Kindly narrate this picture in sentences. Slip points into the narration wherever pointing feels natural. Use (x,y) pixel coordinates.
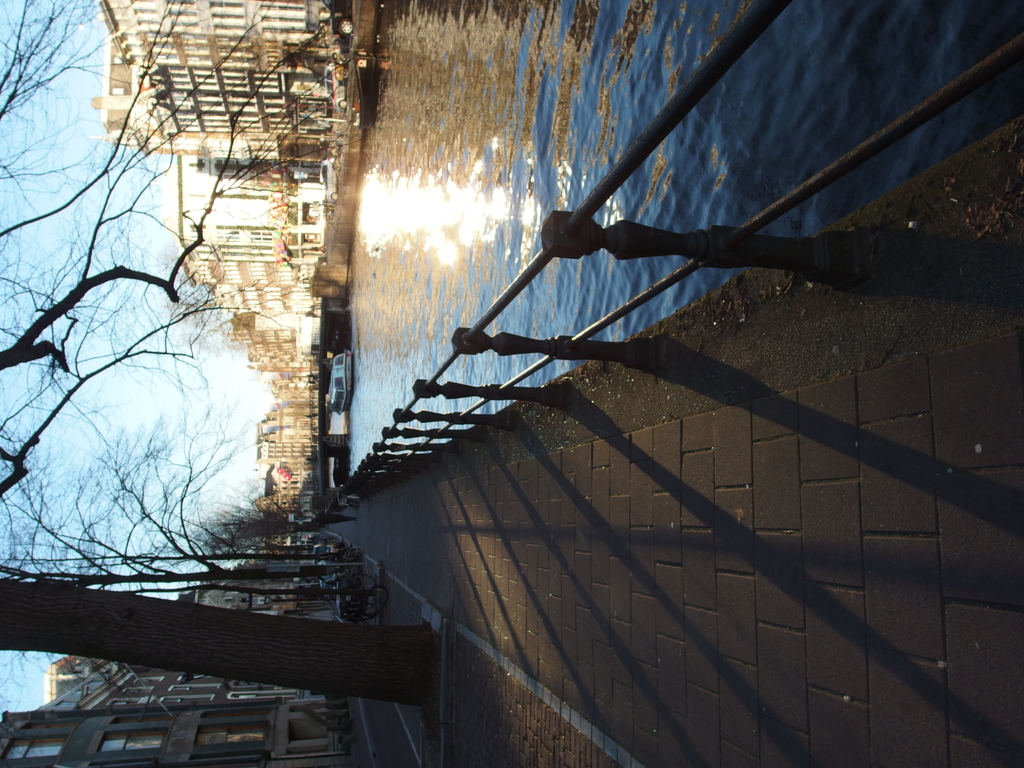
In this image there are two boats (331,383) present on the surface of the lake (512,143). Image also consists of many trees (270,503) and also buildings (340,730). Sky (188,430) is also visible. There is a path (585,460) for walking.
